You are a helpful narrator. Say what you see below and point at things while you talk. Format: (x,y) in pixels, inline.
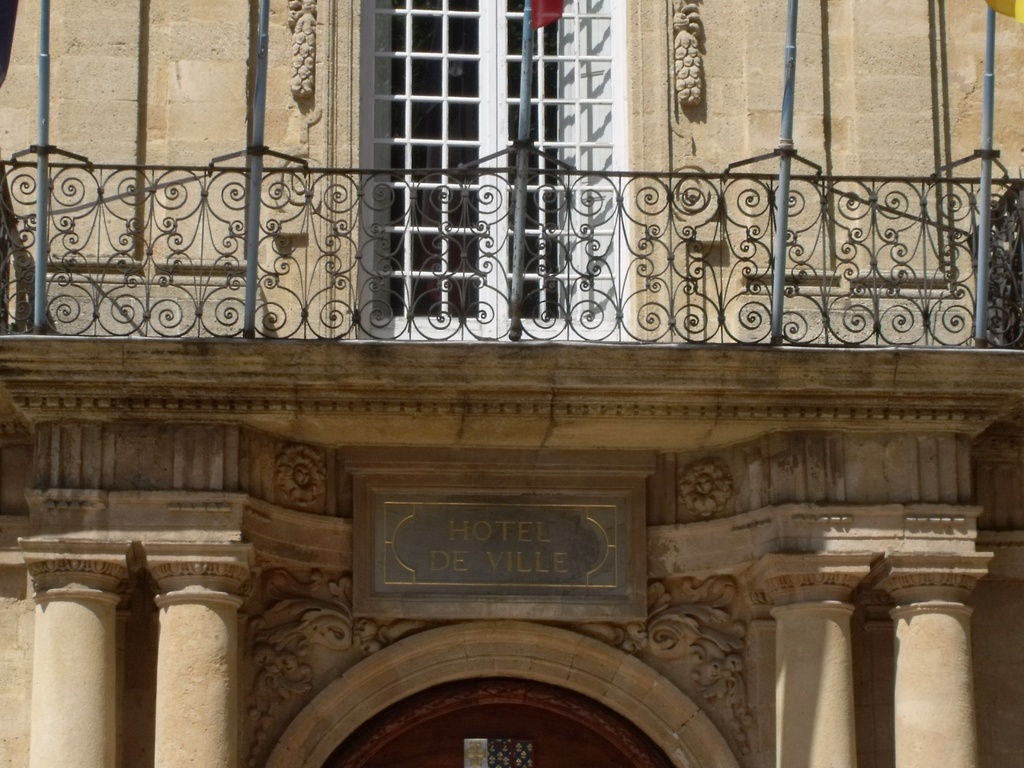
In this image, we can see a building (456,321) and there are some flags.
